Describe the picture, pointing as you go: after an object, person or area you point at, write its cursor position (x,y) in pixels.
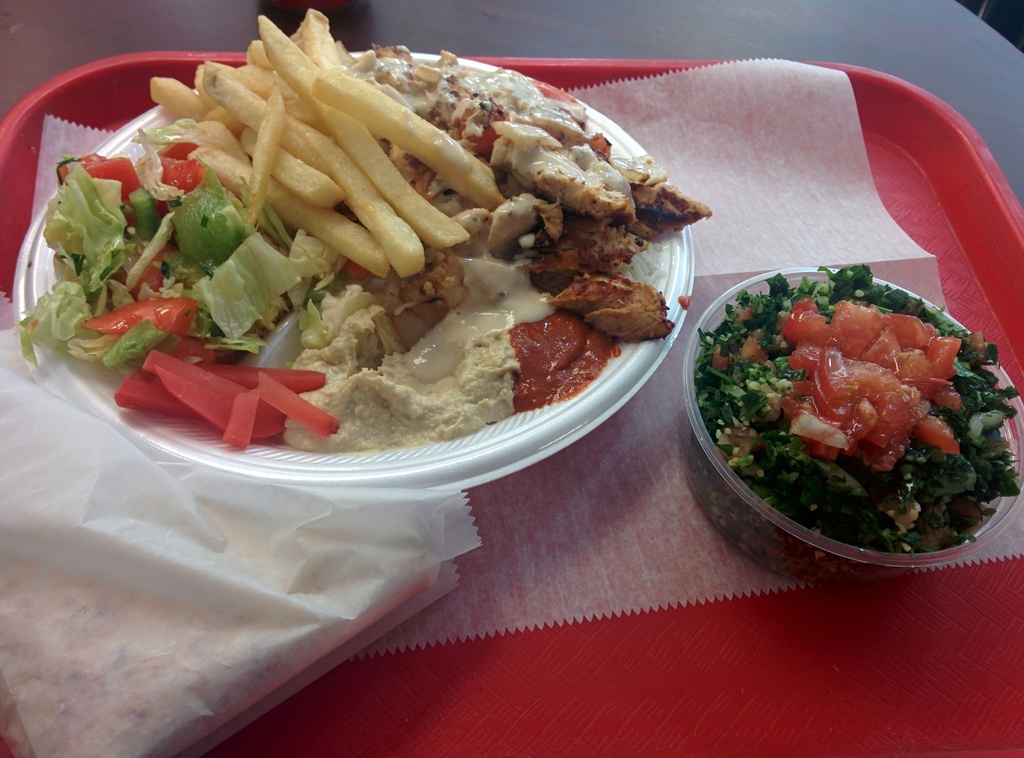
It is a zoom in picture of food items (553,337) placed in a red color plate (815,657) and the plate (862,80) is placed on the surface (859,40). Food items (295,182) include french fries (311,183), tomato slices (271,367), chopped coriander (927,455).
